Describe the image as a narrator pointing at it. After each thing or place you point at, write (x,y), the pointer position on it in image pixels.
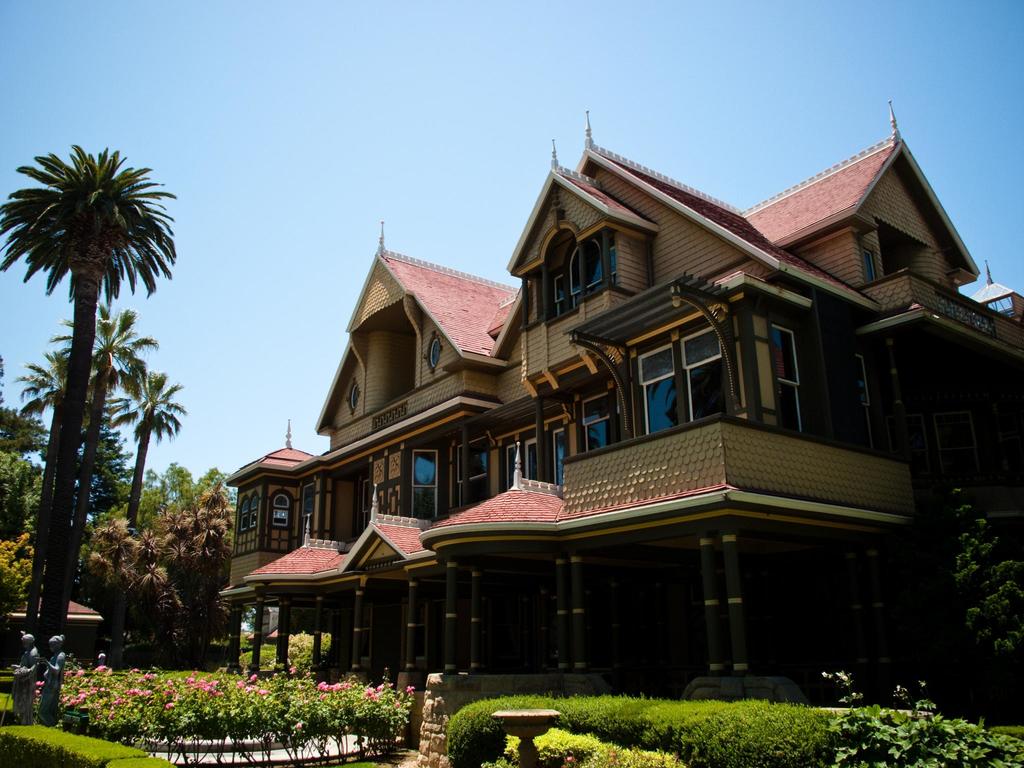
As we can see in the image there are buildings (440,470), windows (437,453), plants (665,724), flowers (69,698), trees (93,555) and sky (343,24).
